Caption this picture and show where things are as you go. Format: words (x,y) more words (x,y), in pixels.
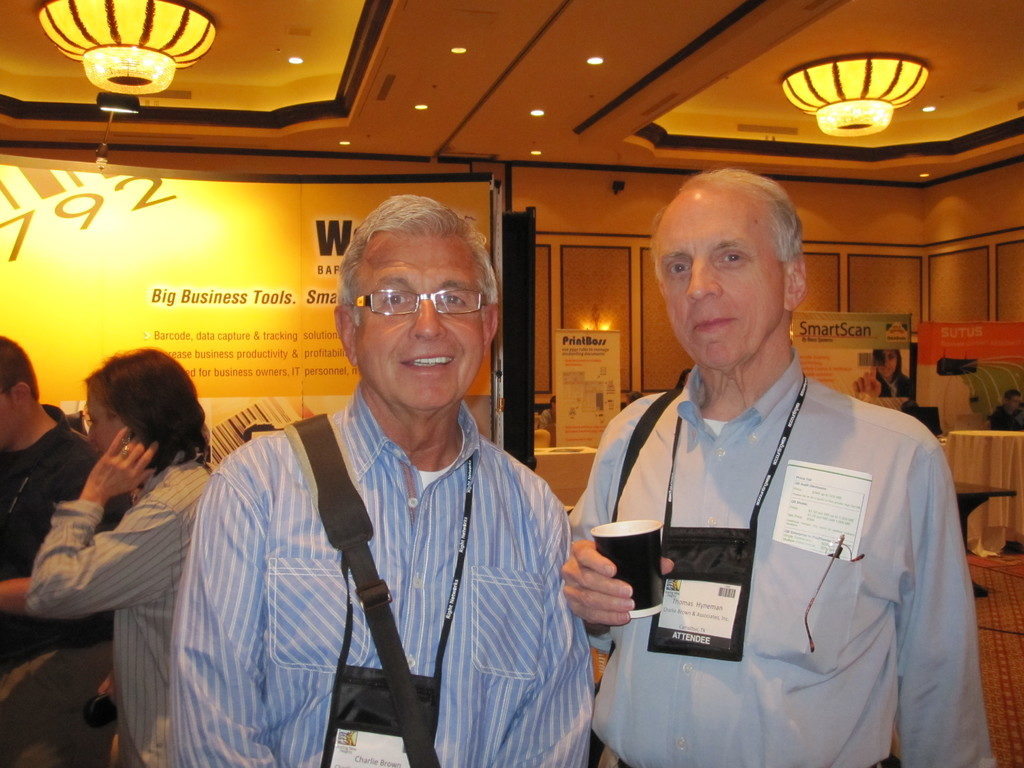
In this image I can see in the middle (656,467) two men (615,591) are standing, they wore shirts (503,642) and Id cards (669,621). At the top (103,12) there are ceiling lights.
